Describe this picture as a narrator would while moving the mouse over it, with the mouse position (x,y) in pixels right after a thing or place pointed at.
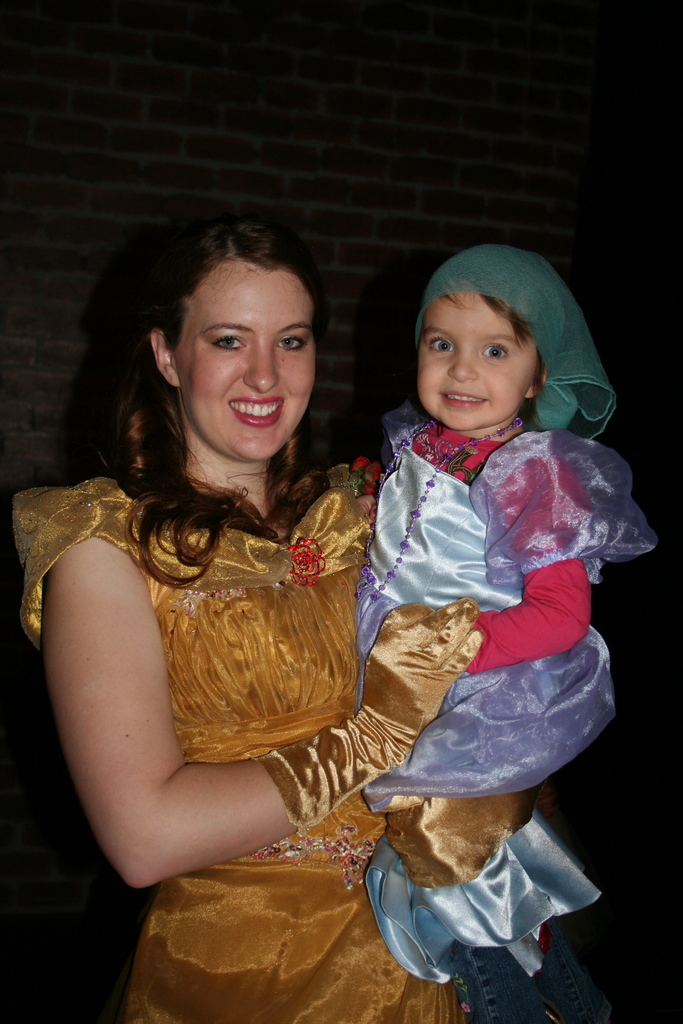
Here in this picture we can see a woman (246,460) carrying a child (385,546) and standing over a place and both of them are smiling and we can see the woman (384,684) is wearing gloves (387,711).
